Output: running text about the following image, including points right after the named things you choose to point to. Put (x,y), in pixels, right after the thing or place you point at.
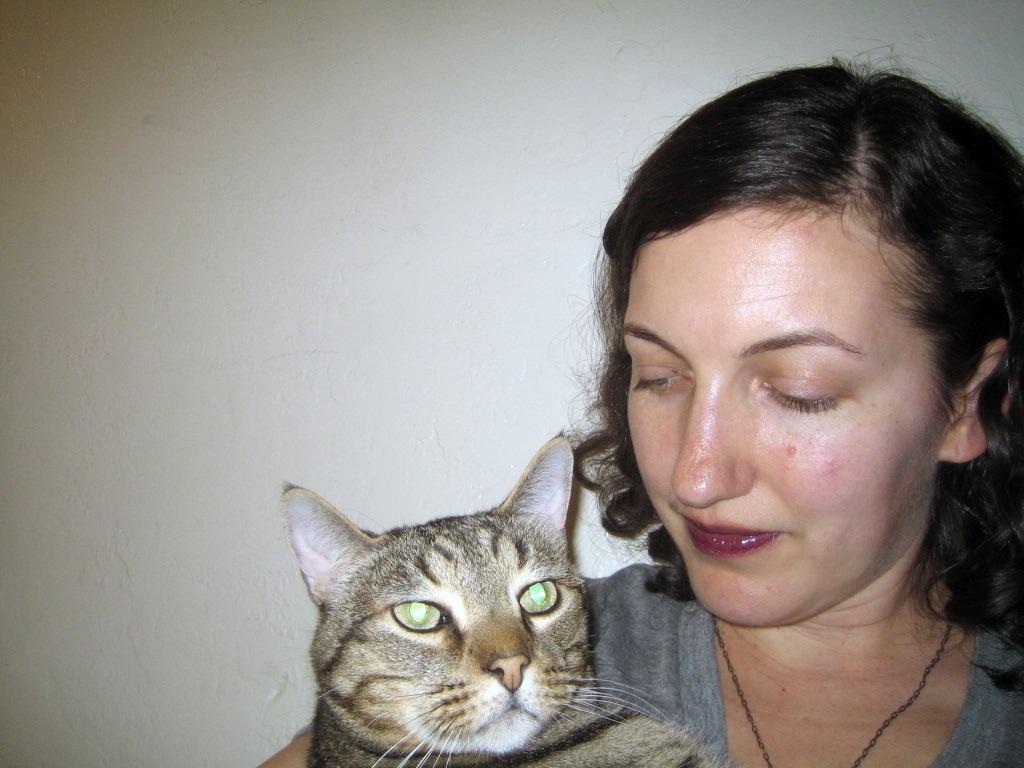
In this picture one woman (753,624) in grey dress (659,665) is holding a cat (503,689) and behind her there is a one wall (214,302).
